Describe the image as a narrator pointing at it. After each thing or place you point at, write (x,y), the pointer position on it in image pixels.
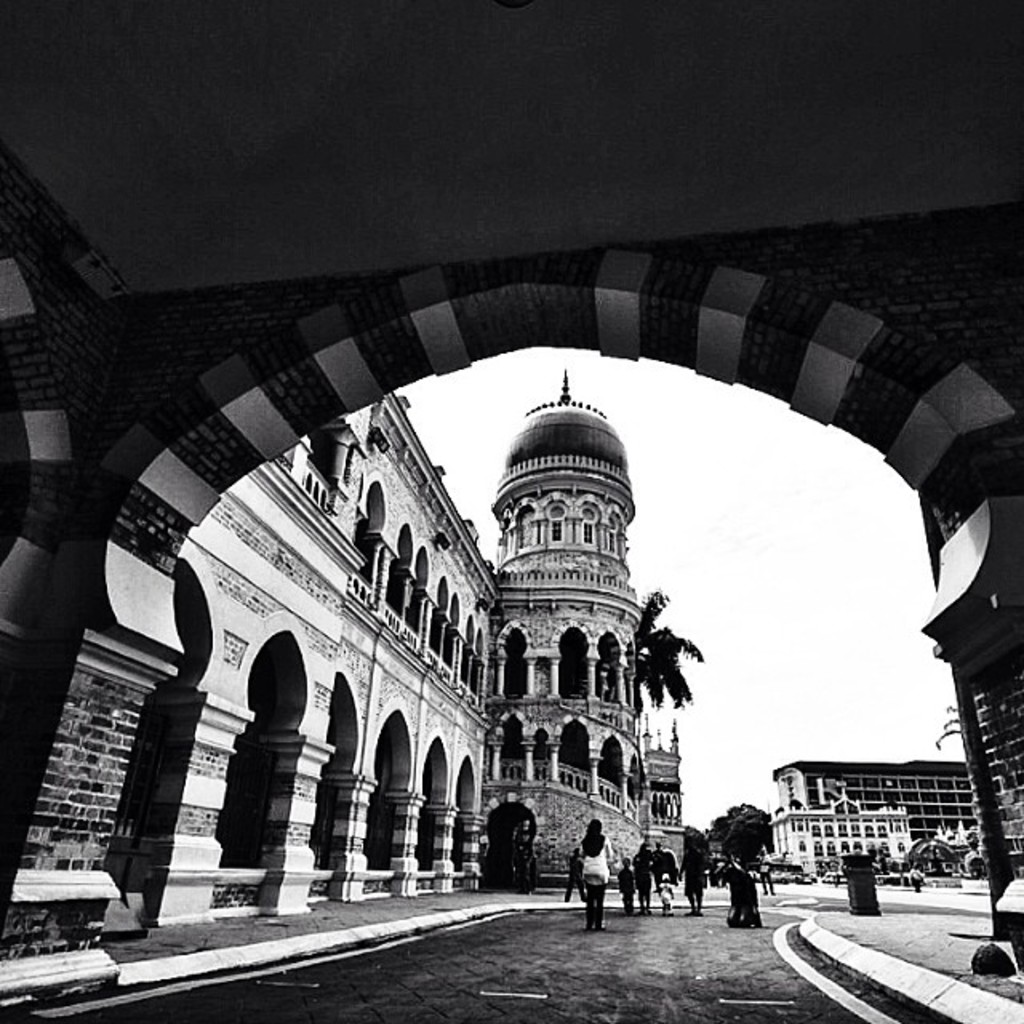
This is a black and white picture. Here we can see an arch (987,456), buildings (962,802), trees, bin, and few persons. In the background (735,444) there is sky (541,367).
